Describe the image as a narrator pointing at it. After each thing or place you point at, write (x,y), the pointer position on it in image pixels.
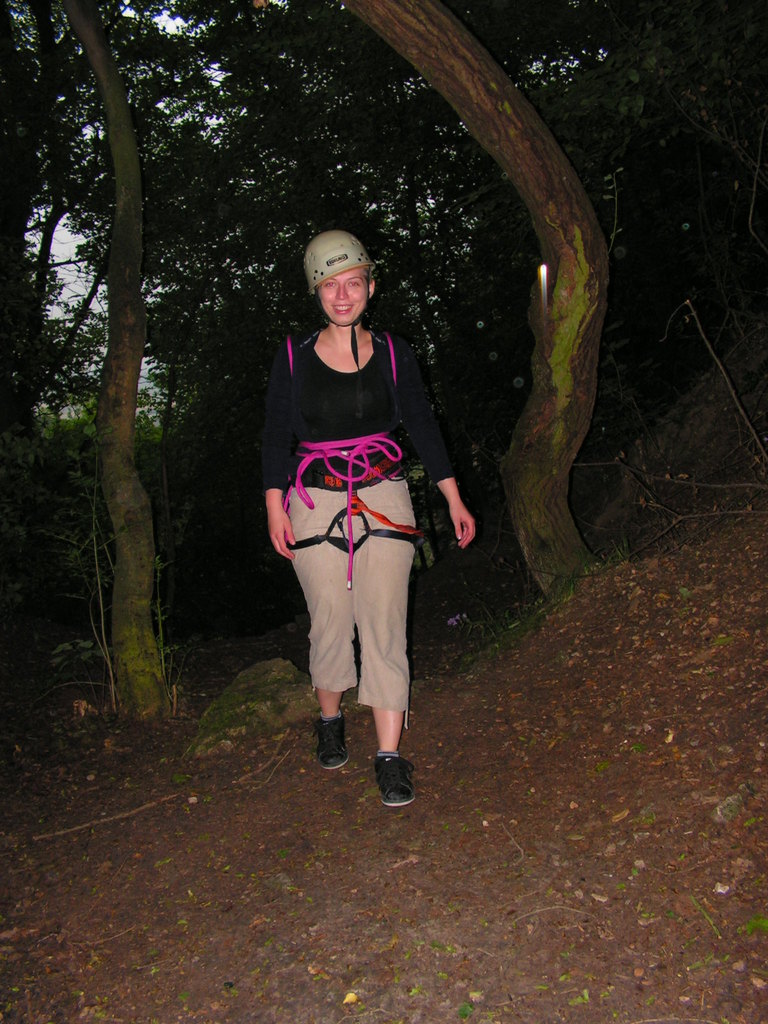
In the center of the picture (359,477) there is a woman (380,374) wearing backpack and helmet (342,248), walking. In the foreground (665,821) there are dry leaves (410,907) and soil (141,835). In the background (127,259) there are trees (324,193). It is dark.
